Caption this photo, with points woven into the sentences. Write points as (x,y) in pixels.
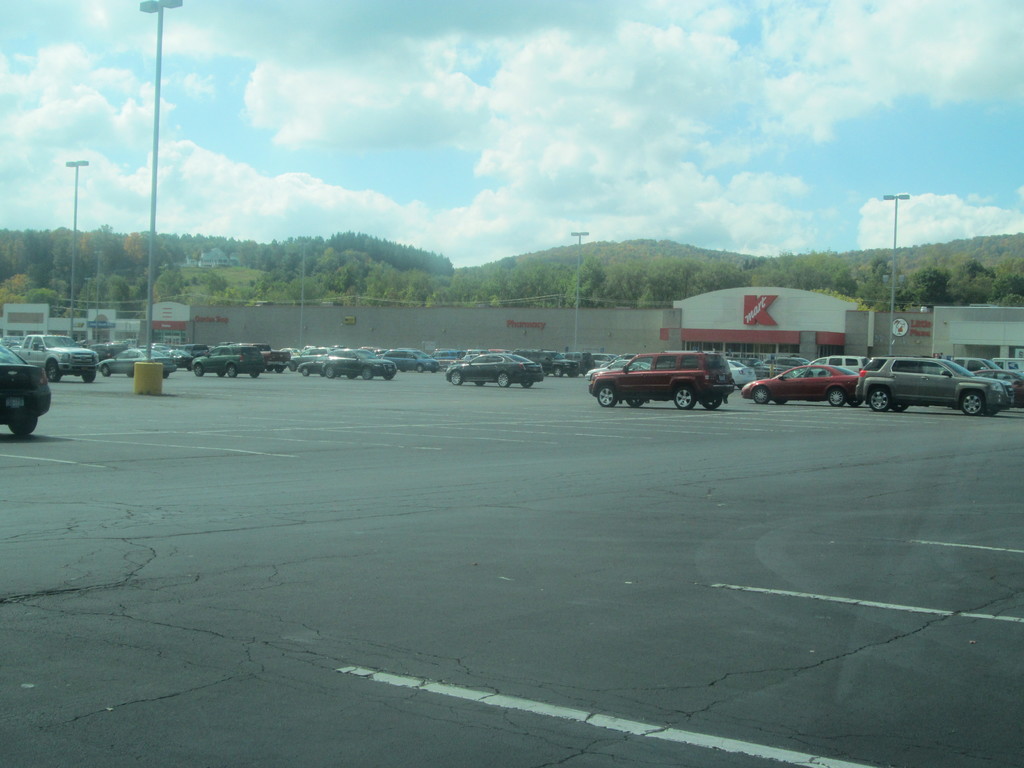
At the bottom of the image (606,546) there is a road (96,399). On the road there are many cars (437,369) and also there are poles (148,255) with lights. Behind them there are stores (583,309). Behind the stores (742,313) there are trees (250,283). At the top of the image (369,120) there is a sky (369,148) with clouds (626,42).
